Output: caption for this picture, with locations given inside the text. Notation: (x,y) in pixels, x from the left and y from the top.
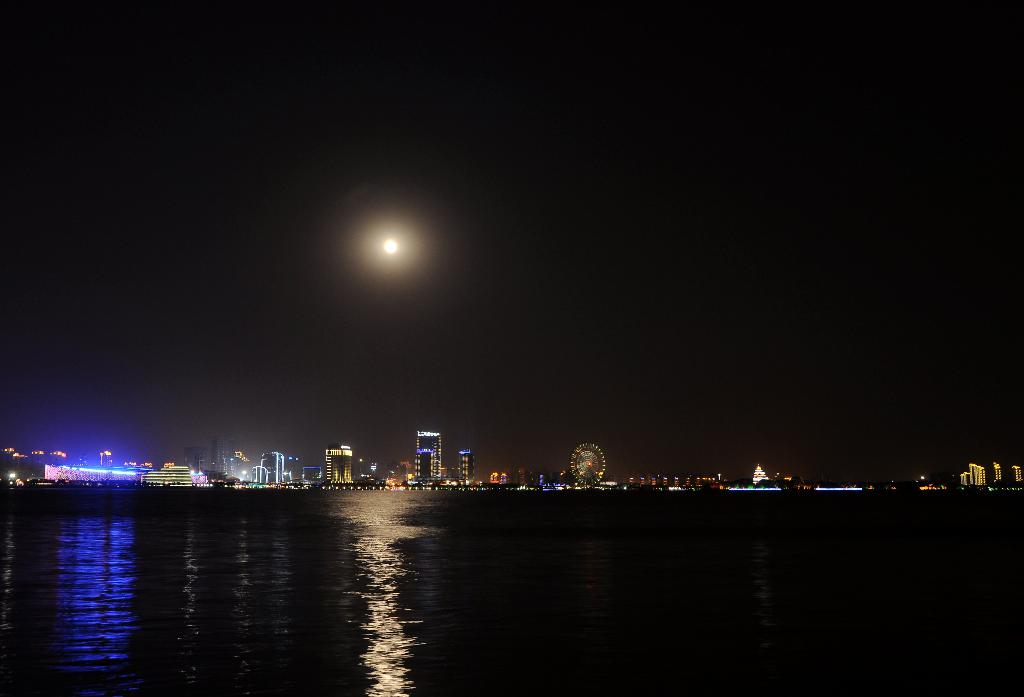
In this picture we can see water (335,573) at the bottom (371,565), in the background (180,473) there are some buildings (421,439), a giant wheel (580,465) and some lights (130,474), there is sky (229,92) at the top of the picture (355,85), we can see moon (393,248) here.
